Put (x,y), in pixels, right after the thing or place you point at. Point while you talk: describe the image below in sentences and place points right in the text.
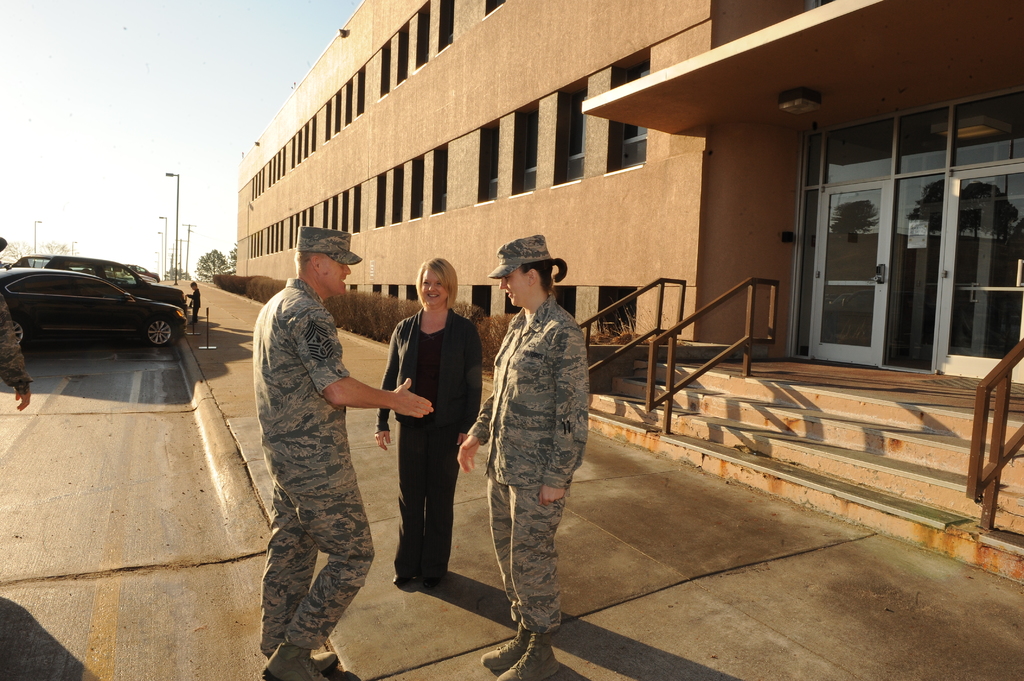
In this image we can see few persons (309,385). Behind the persons (346,385) we can see group of vehicles (150,274), plants (202,262) and a building (828,352). On the right side (829,273), we can see an entrance (855,346) of a building (860,349) and stairs (899,421). In the top left (159,97), we can see the sky (127,170) and street poles (177,200) with lights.
